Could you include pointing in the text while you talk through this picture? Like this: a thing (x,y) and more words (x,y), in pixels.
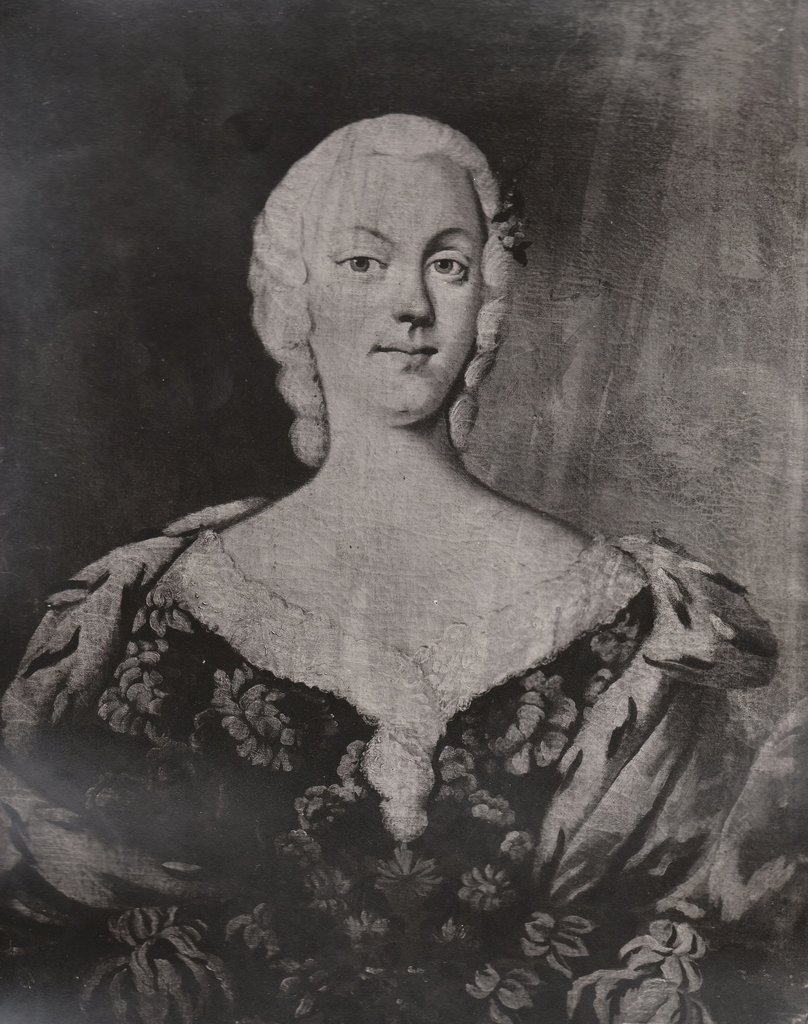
In this image there is a black and white photograph of a woman (411,511).
